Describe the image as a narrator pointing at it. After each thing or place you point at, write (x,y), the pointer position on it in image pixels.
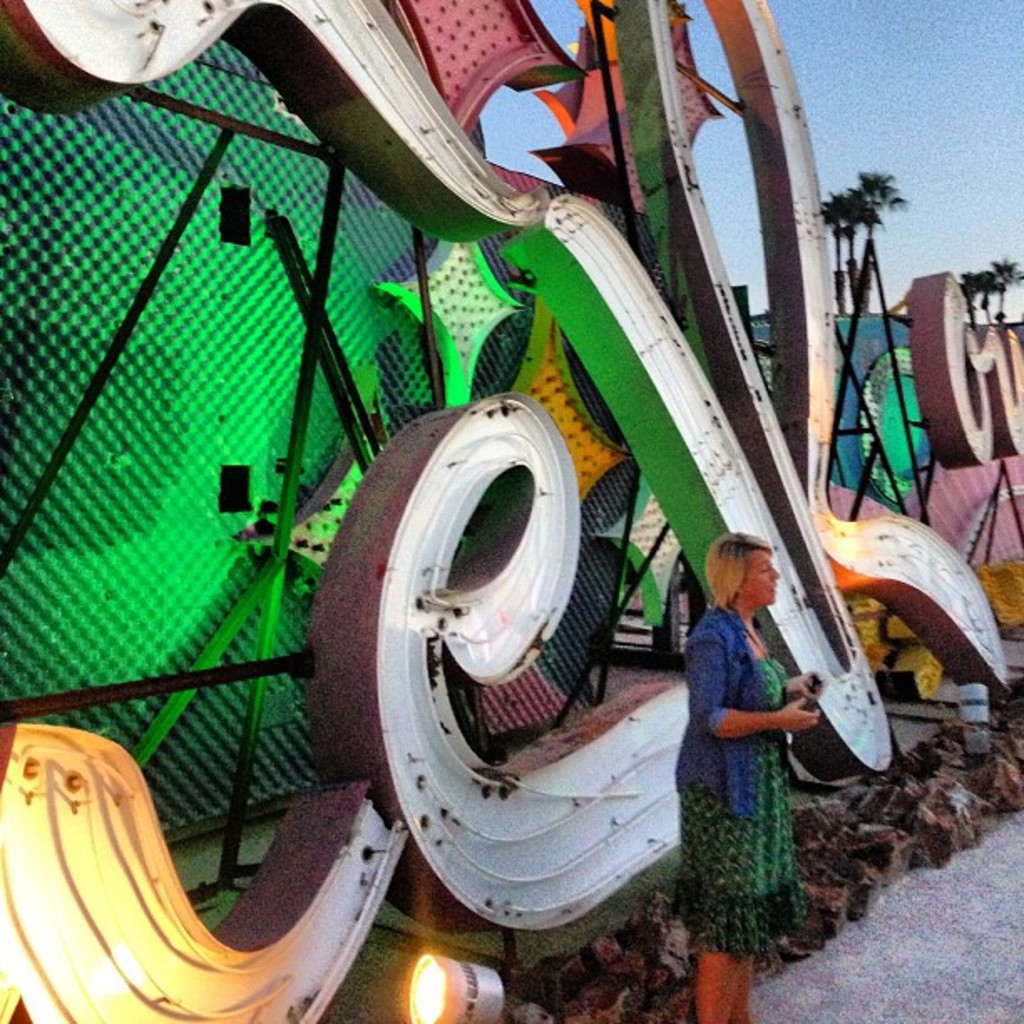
In this image, we can see a lighting board (406,488) with 3D text (627,336). There are poles (292,504) on the left side of the image (95,389). There is a person (731,598) in the bottom right of the image (769,786) standing and wearing clothes (762,784). There is a light (483,980) at the bottom of the image (483,977).
